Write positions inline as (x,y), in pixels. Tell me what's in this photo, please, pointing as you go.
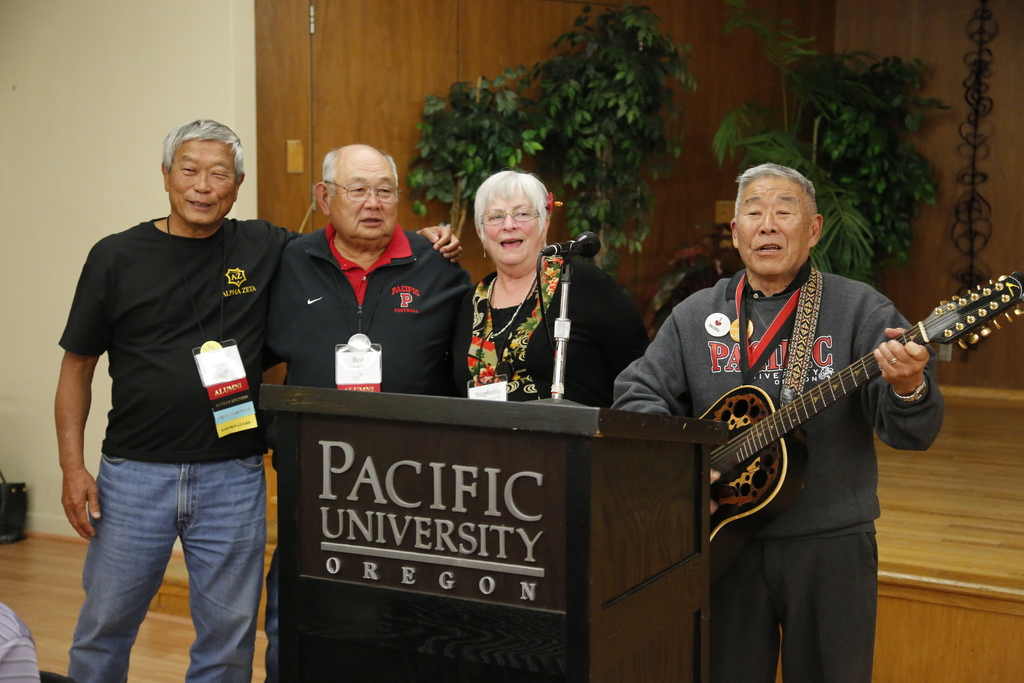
Four people (420,271) are standing together and singing behind them there are plants (664,132).
